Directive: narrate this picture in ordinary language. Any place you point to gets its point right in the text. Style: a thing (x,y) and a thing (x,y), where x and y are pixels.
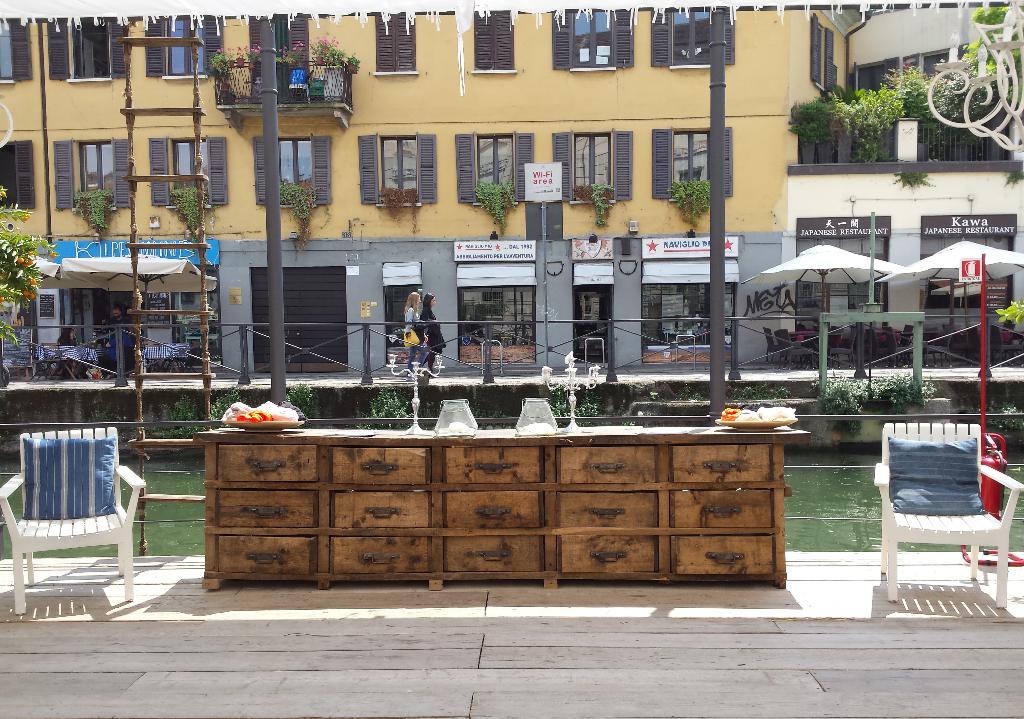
This picture shows a building (646,155) and few plants (921,93) and a couple of umbrellas (758,276) and a canal (163,526) and a table (678,456) and two chairs (16,571).
